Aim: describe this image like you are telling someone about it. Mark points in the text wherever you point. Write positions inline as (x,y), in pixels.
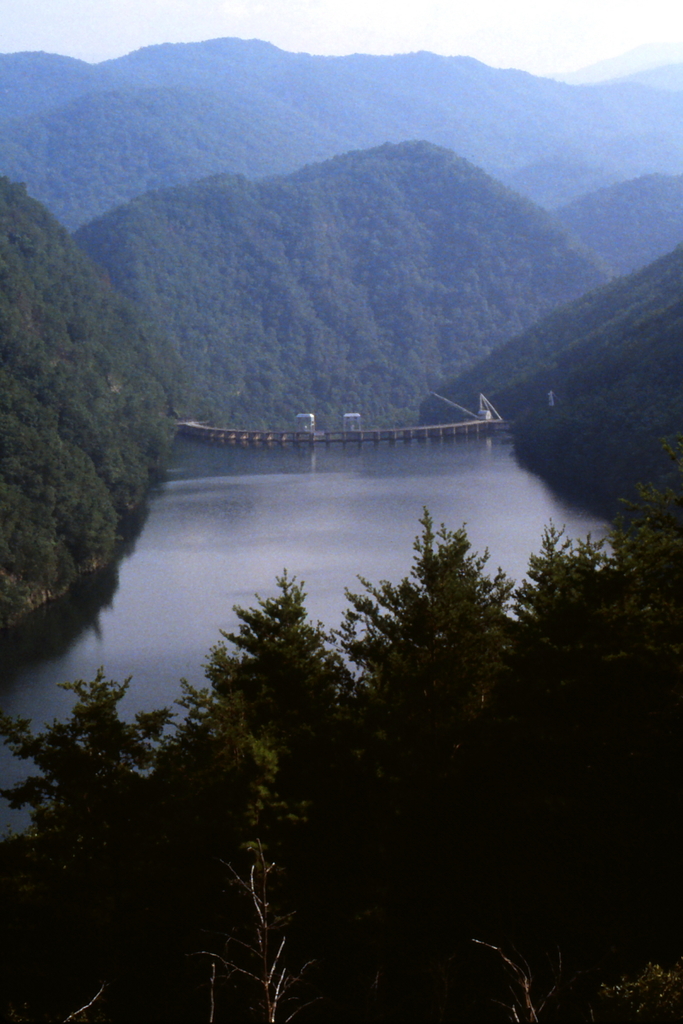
In this picture there is water (524,515) in the center of the image (242,497) and there is a bridge (377,437) in the center of the image (330,437), there are trees (499,277) around the area of the image.
